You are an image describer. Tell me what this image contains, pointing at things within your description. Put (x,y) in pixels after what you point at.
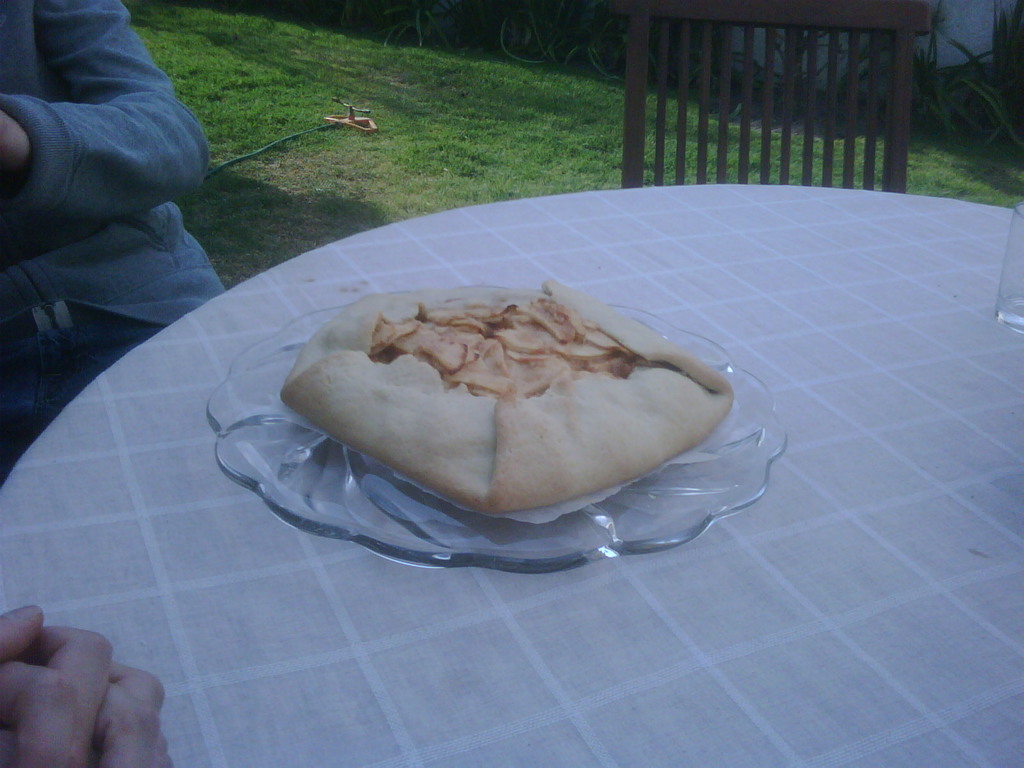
In this image there is a table (355,606). On the table (197,580) there is food (397,450) on the plate (318,483). There are chairs (707,88) beside the table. In the top left (34,119) there is a person (26,200) sitting on the chair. In the bottom left (45,708) there is a hand (61,704) of a person (79,707). Behind the chairs (660,128) there's grass (413,129) on the ground (401,138). In the background (526,17) there are plants (947,76) near to the wall (979,22). To the right (1018,232) there is a glass (1018,275) on the table (978,339).
